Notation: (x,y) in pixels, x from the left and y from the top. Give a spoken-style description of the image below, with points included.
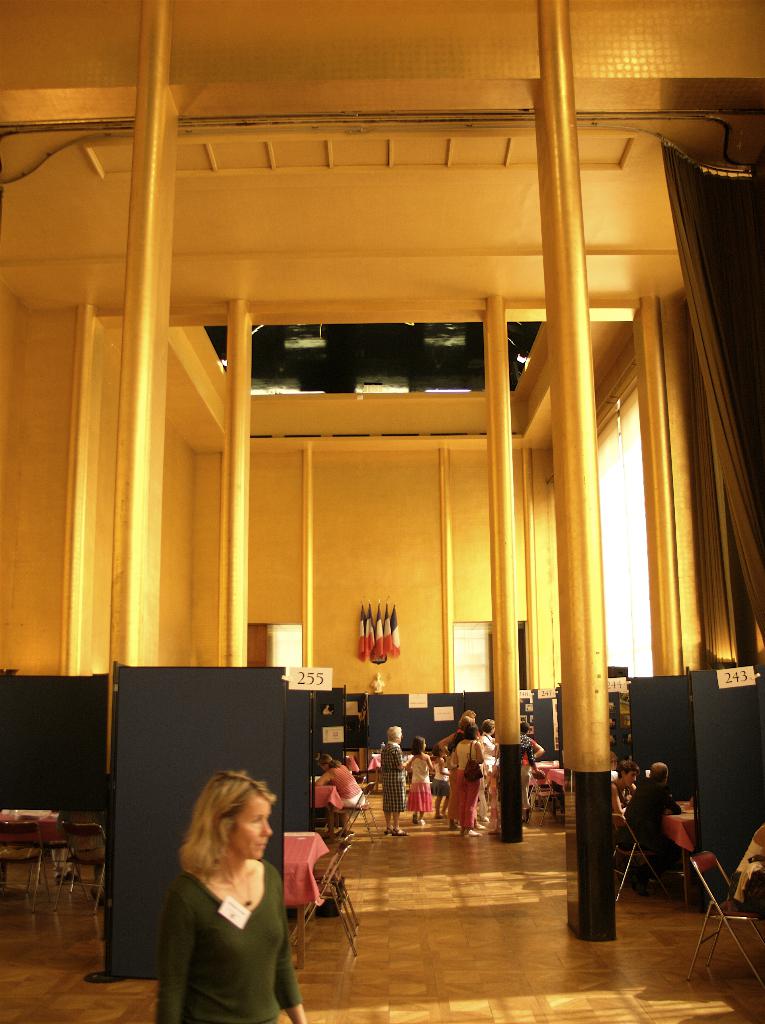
In the foreground of the picture (231,905) there is a woman (237,941) and there are chairs (764,942) and boards (703,758). In the center of the picture (509,680) there are pillars (586,690), people (338,768) and desk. In the background (385,615) there are flags (394,622), wall (340,599) and other objects (288,636). At the top (252,319) it is ceiling (304,384).
